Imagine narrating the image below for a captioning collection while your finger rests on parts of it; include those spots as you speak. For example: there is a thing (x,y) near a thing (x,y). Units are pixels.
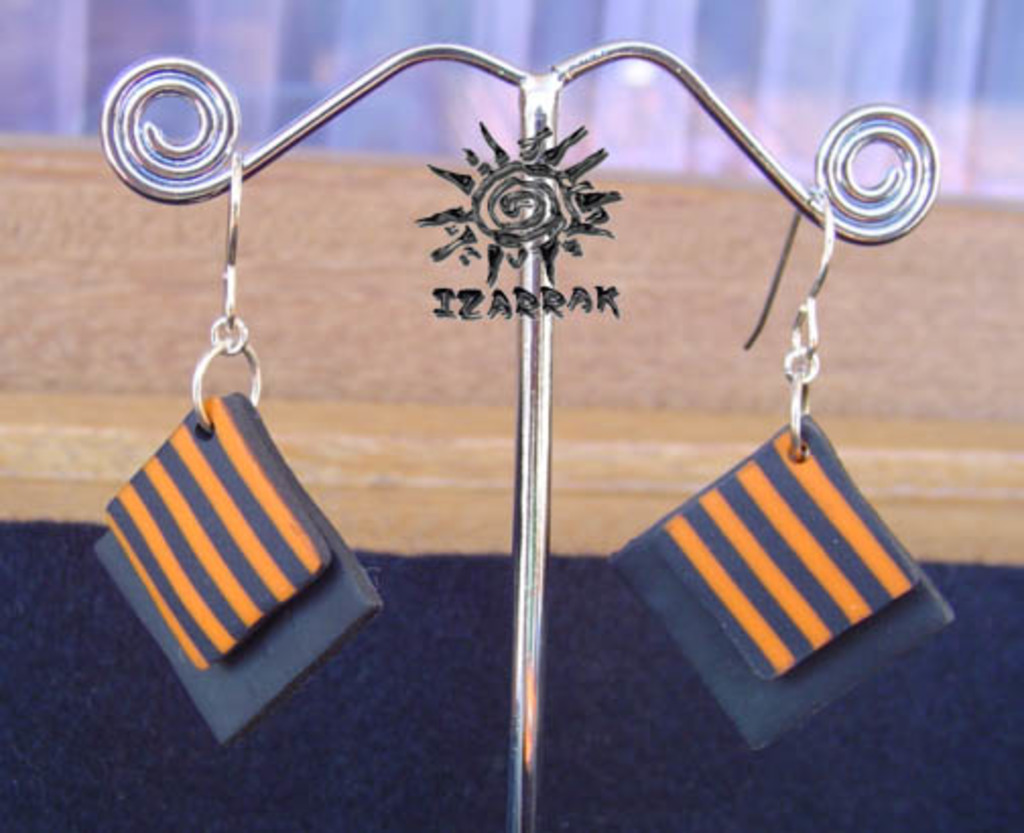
In the picture we can see an earring stand (538,601) with an earring (768,467) which are blue in color square shape and some orange lines (799,614) on it and in the background (411,406) we can see a wooden plank (634,398).
